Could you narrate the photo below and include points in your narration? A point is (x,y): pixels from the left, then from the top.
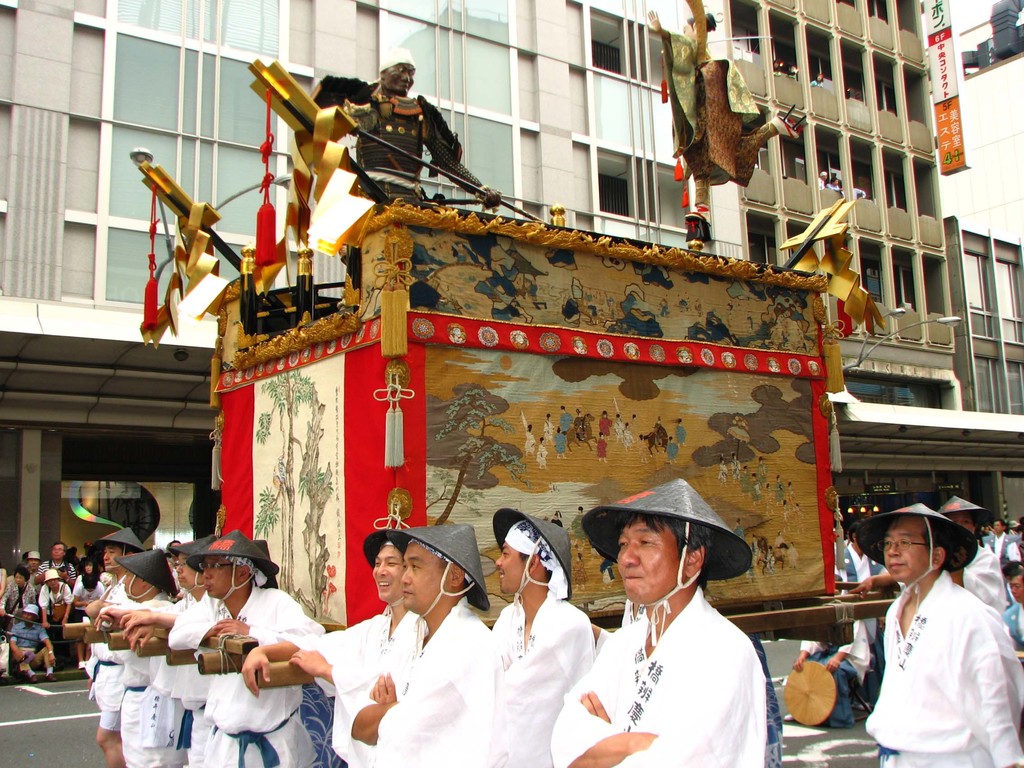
In this picture we can see some people (493,695) dragging a trolley (309,564), there are some people (51,587) standing here, these people (965,630) wore caps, in the background (605,140) there is a building (566,140), we can see a hoarding (949,103) here, we can see glass (479,81) here.
